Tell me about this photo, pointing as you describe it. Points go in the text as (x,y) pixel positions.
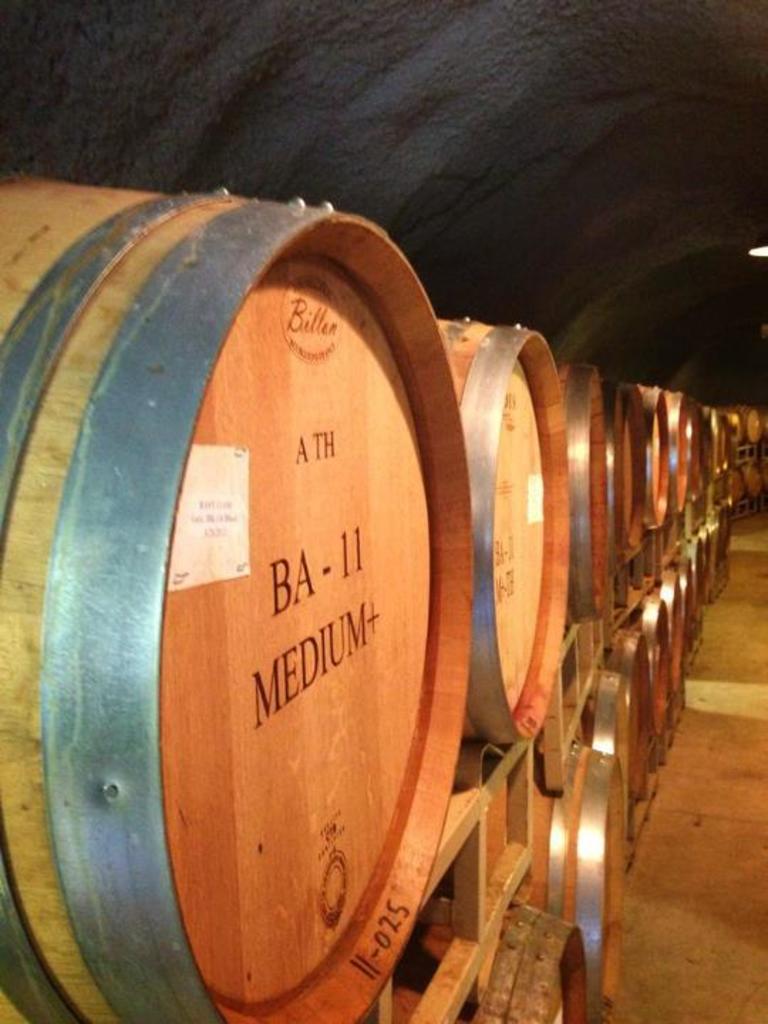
In this image there are barrels (379,642) in the tunnel (501,150).
